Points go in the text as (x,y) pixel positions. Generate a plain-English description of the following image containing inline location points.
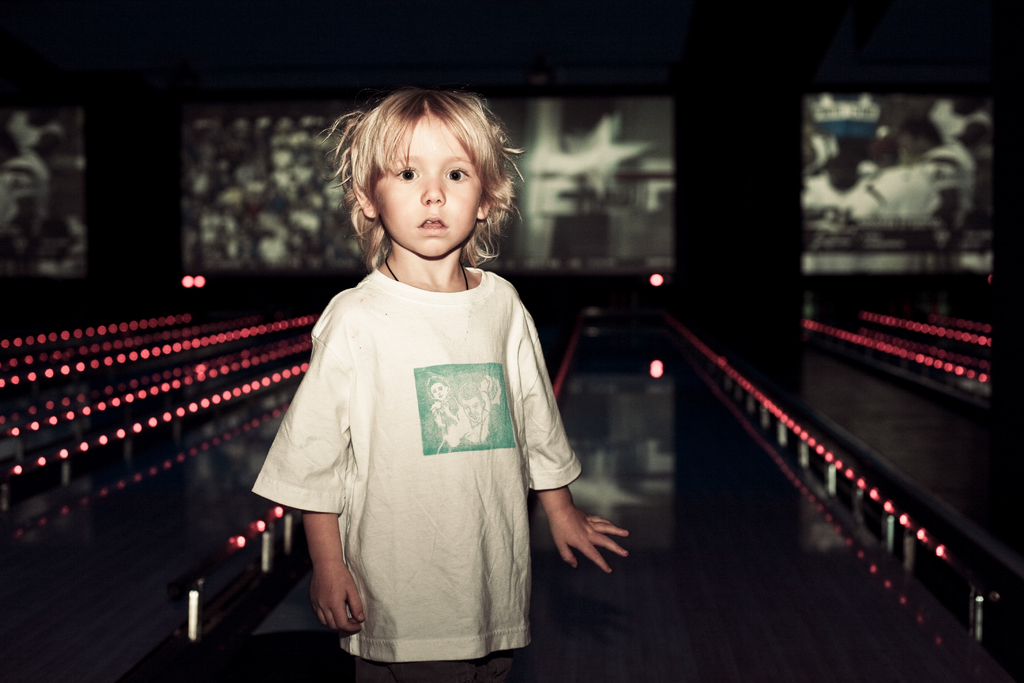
In this picture, we can see a child (437,461), and we can see the ground (628,428) with some objects (594,332), lights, and the wall (734,233) with posters (632,231).
